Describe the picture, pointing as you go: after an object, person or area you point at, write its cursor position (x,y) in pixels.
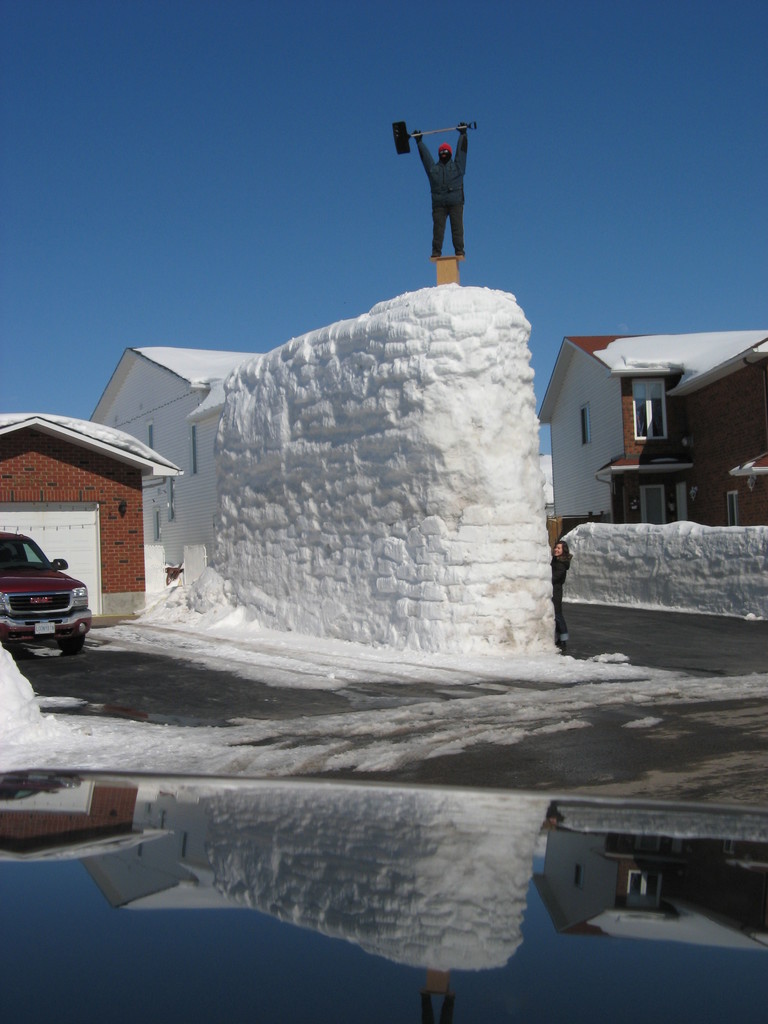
In this image we can see a surface (412,914), on the surface (432,909) we can see a reflection (296,837) of buildings (581,903) and a wall (402,878). There is a vehicle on the road (301,746) and buildings (207,405). We can see a person (444,218) standing on the wall (477,400) and holding an object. In the background (229,122), we can see the sky (280,150).
